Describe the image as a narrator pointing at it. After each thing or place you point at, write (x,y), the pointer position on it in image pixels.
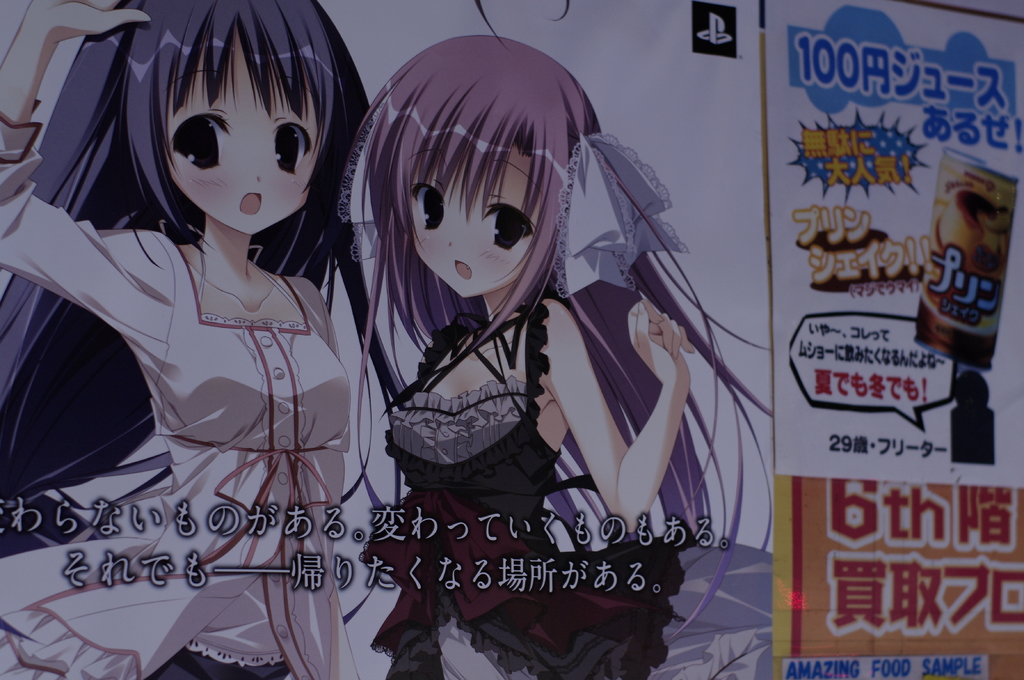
In this picture, we can see a poster (649,354) with some images (684,376) and text (807,234).
